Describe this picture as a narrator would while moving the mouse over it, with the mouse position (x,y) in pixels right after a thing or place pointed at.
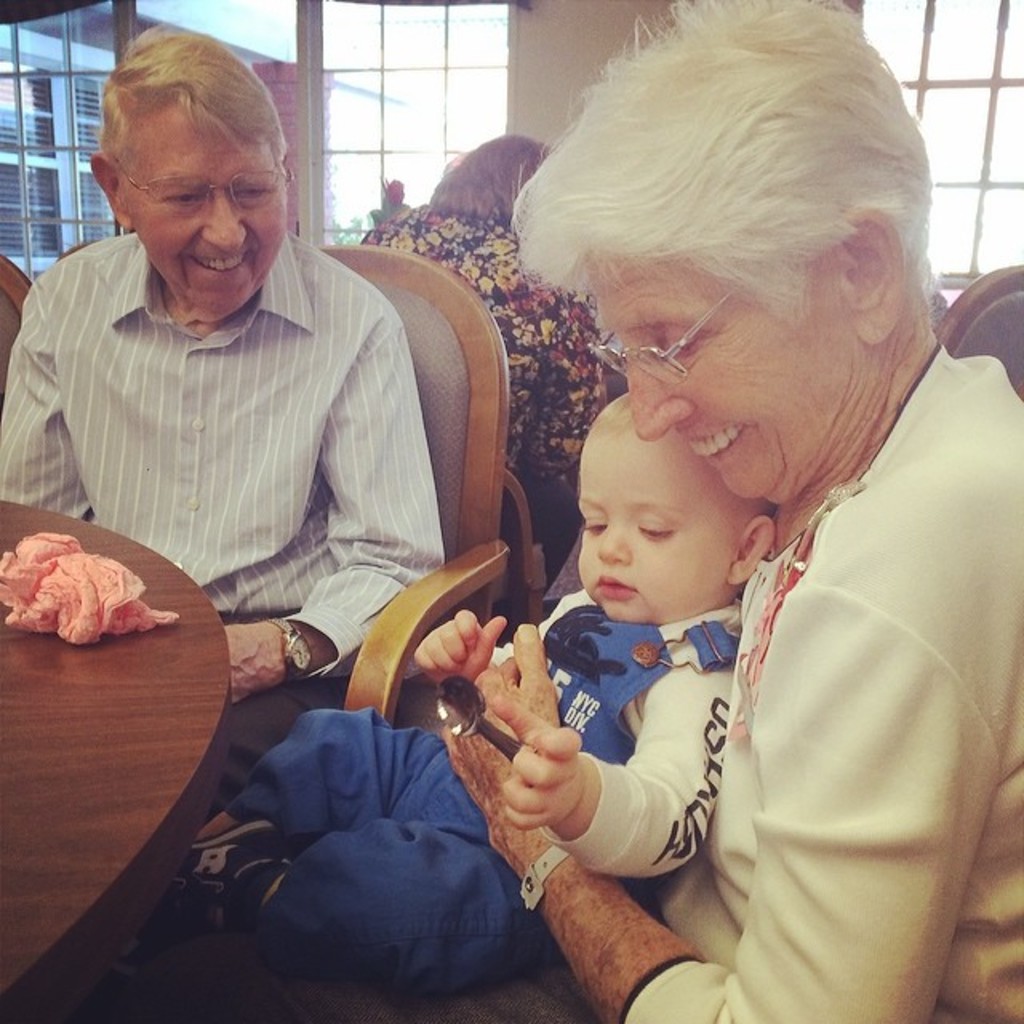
The woman (824,445) in white dress (784,617) is sitting on the chair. She is holding a baby (637,702) in her hands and she is smiling. The baby (532,771) is holding a spoon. Beside her, we see a man (391,507) who is wearing spectacles (176,202) is sitting on the chair (398,611). He is smiling. In front of them, we see a table (127,742) on which pink color cloth (81,572) is placed. Behind him, the woman (497,317) in the black dress (509,325) is sitting on the chair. In the background (352,119), we see windows (439,143) and a building (276,63).
